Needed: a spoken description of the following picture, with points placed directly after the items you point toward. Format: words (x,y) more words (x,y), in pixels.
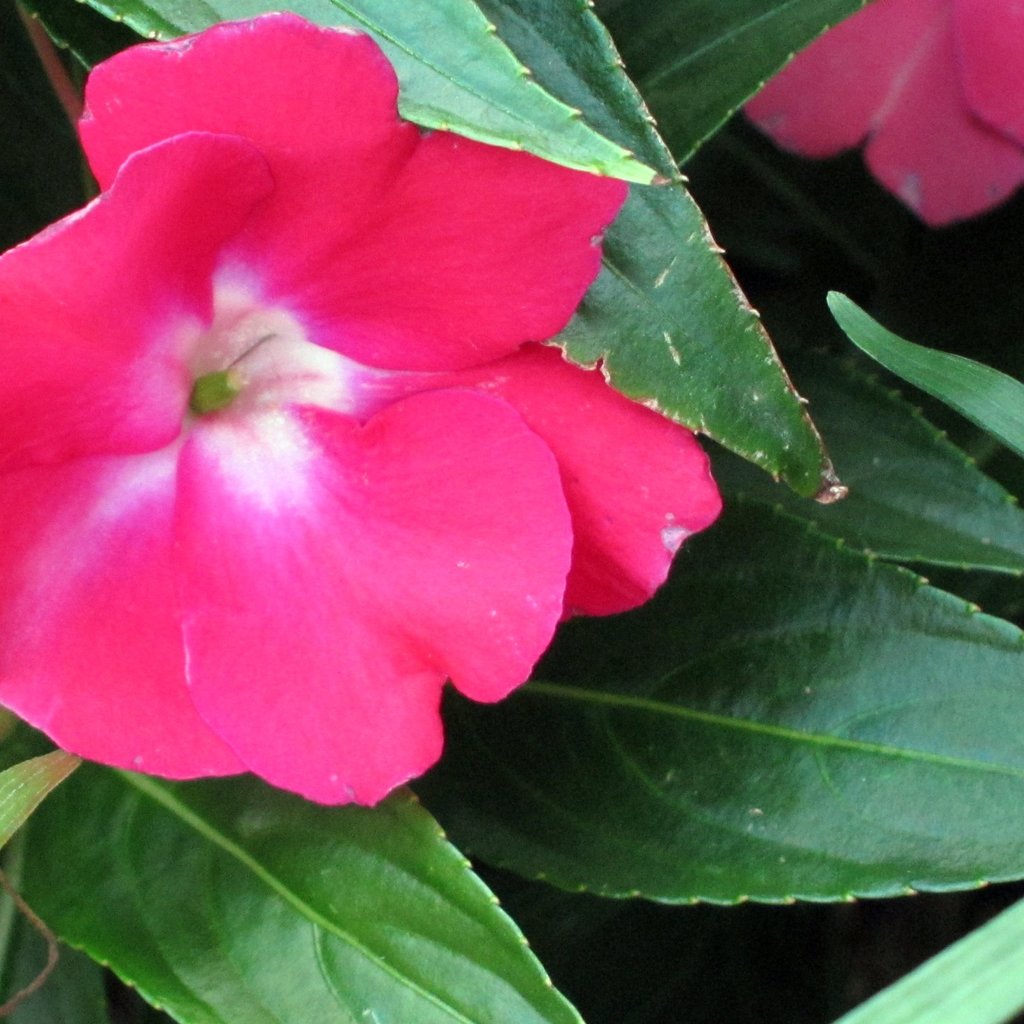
In this picture, we see a plant (440,121) having two flowers (459,272) which are in pink color, and beside that, we see leaves (554,733) which are in green color.
